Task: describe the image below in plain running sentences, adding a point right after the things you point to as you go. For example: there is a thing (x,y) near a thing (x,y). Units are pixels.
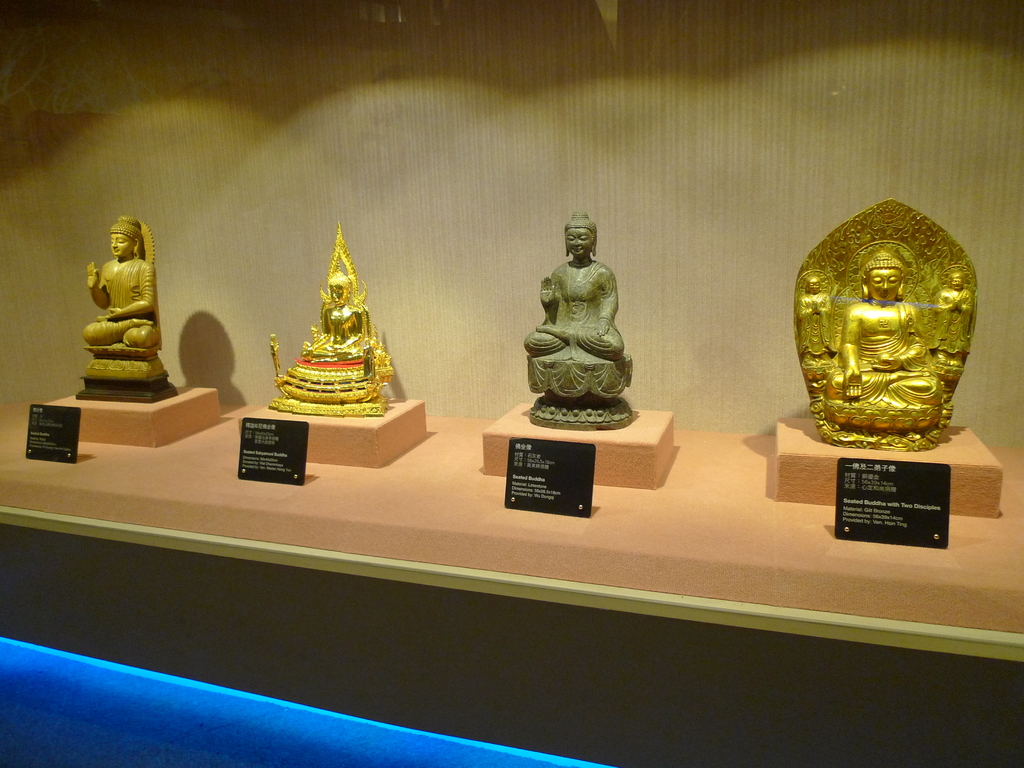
In this image there are four idols (820,343) one beside the other. In front of them there are boards (273,455) on which there is some text (515,476). In the background (527,135) there is a wall (455,108).
